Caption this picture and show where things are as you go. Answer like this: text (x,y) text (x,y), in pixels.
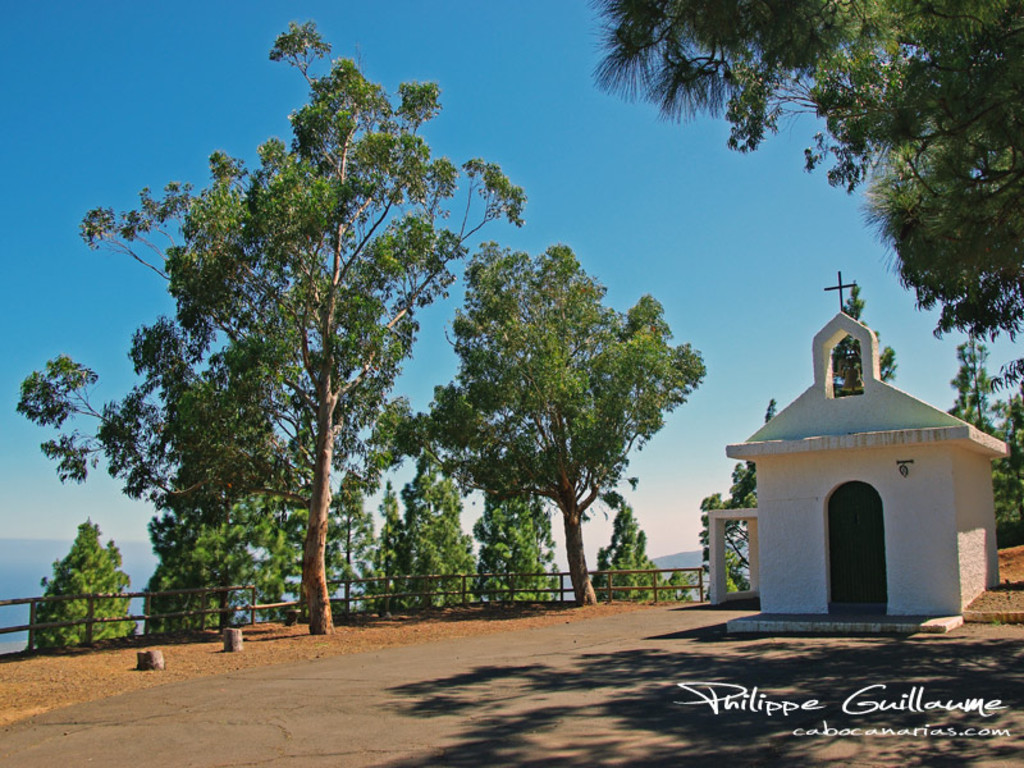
In the picture we can see a church (891,517), trees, railing (532,573) and the sky (498,31).
